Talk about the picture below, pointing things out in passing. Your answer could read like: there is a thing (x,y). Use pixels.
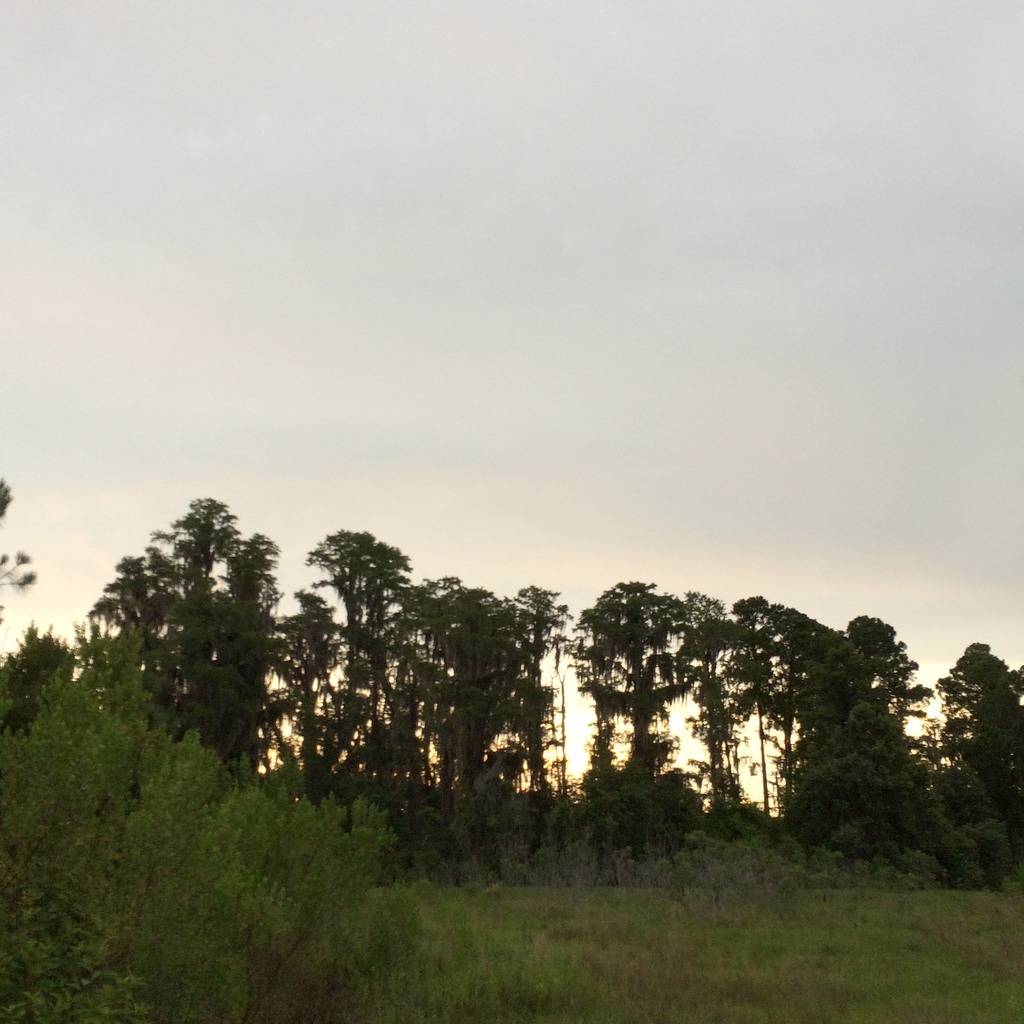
In this image I can see trees (832,743) in the center of the image (399,603), grass (613,942) at the bottom of the image (714,945) and at the top of the image (373,122) I can see the sky (645,310).
